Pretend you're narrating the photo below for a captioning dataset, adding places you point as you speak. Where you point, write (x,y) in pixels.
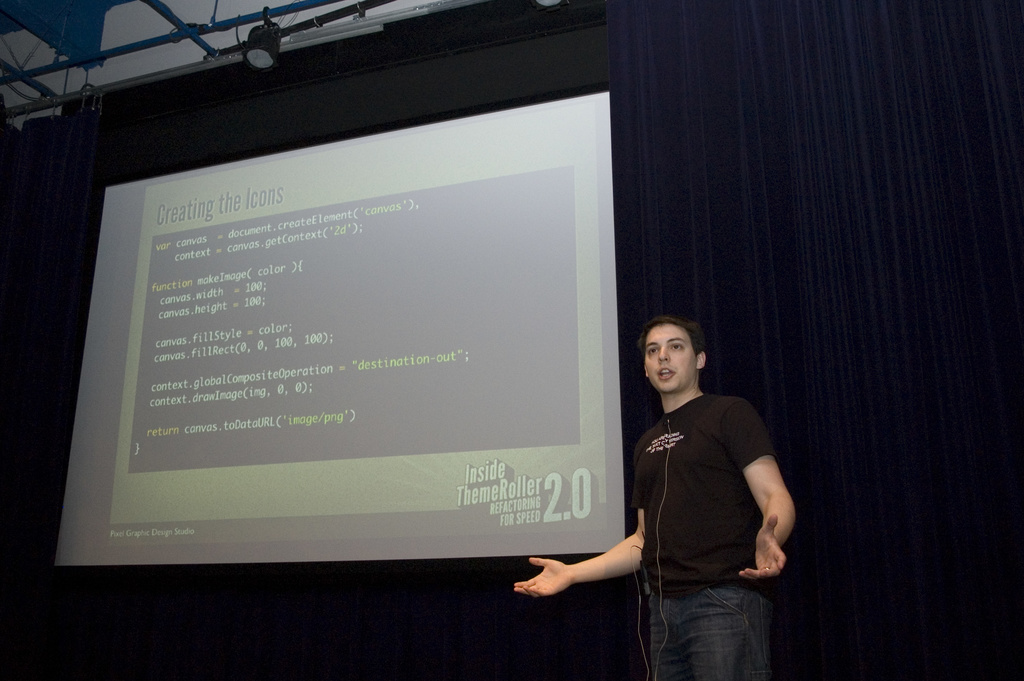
The man (640,489) in the black T-shirt (724,512) is standing. He is trying to talk something. Behind him, we see a projector screen (293,416) which is displaying some text (308,422). In the background (646,244), we see a black color sheet (715,207). At the top (232,64), we see the lights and the ceiling (65,17) of the room (329,14).
